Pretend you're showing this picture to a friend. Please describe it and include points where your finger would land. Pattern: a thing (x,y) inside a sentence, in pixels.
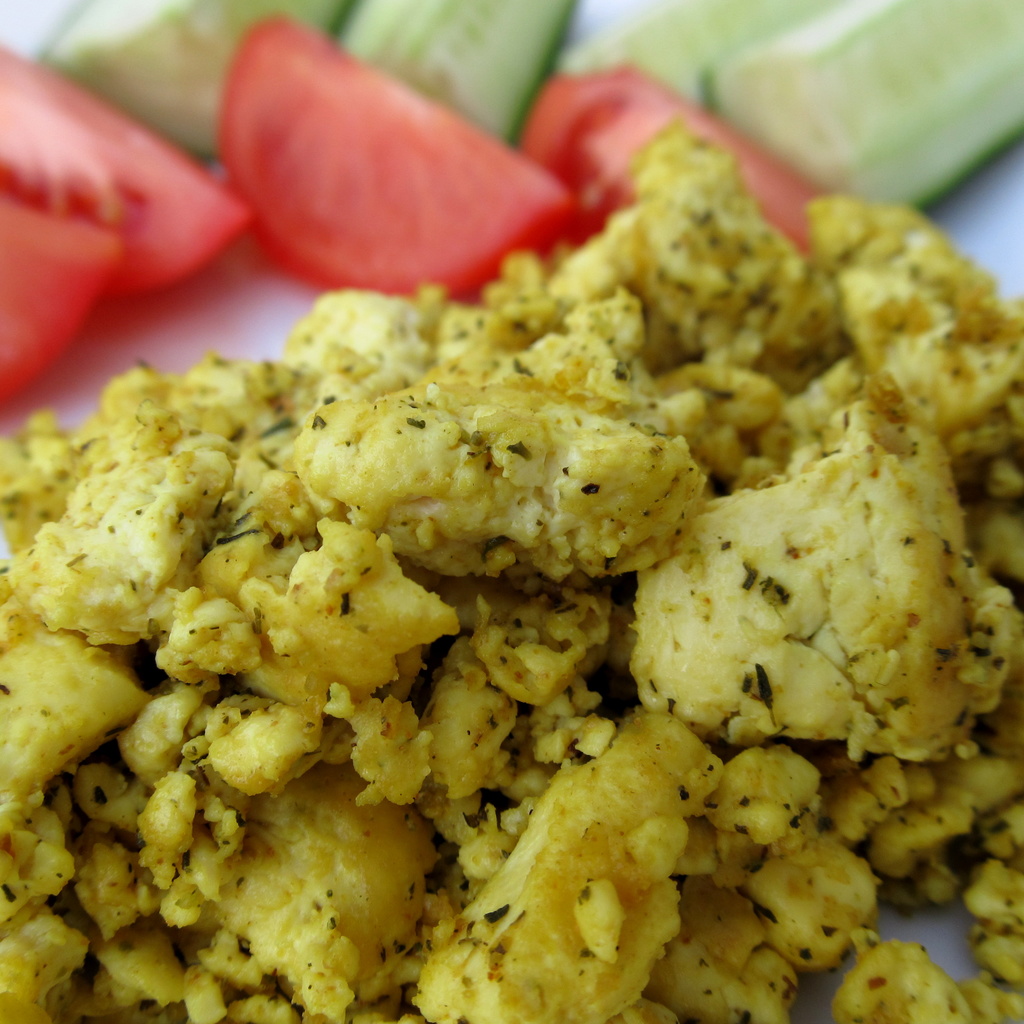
In the foreground of this image (406,511), there is some food item (422,466) on the white surface (251,308) and at the top (478,204), there are cut vegetables (528,79) on it.
